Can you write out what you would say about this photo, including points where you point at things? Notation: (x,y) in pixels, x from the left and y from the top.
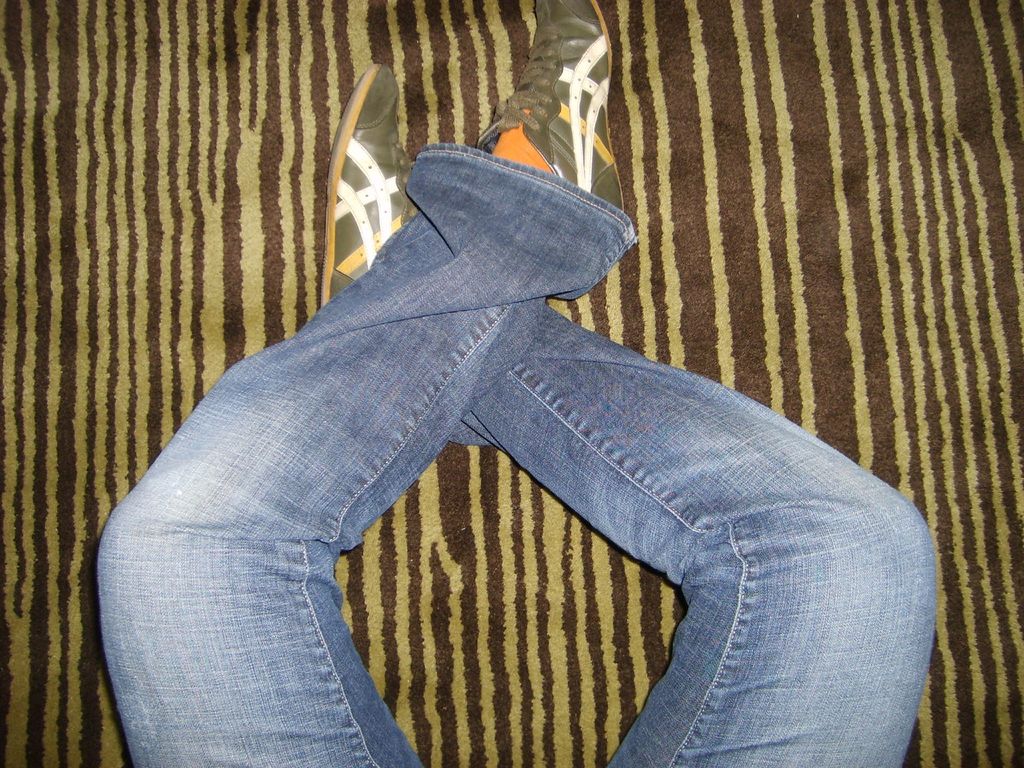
In this picture we can see the legs (803,704) of a person (768,569) wearing shoes (545,115) and denim jeans (160,559). In the background (746,134) we can see a cloth (256,142).
